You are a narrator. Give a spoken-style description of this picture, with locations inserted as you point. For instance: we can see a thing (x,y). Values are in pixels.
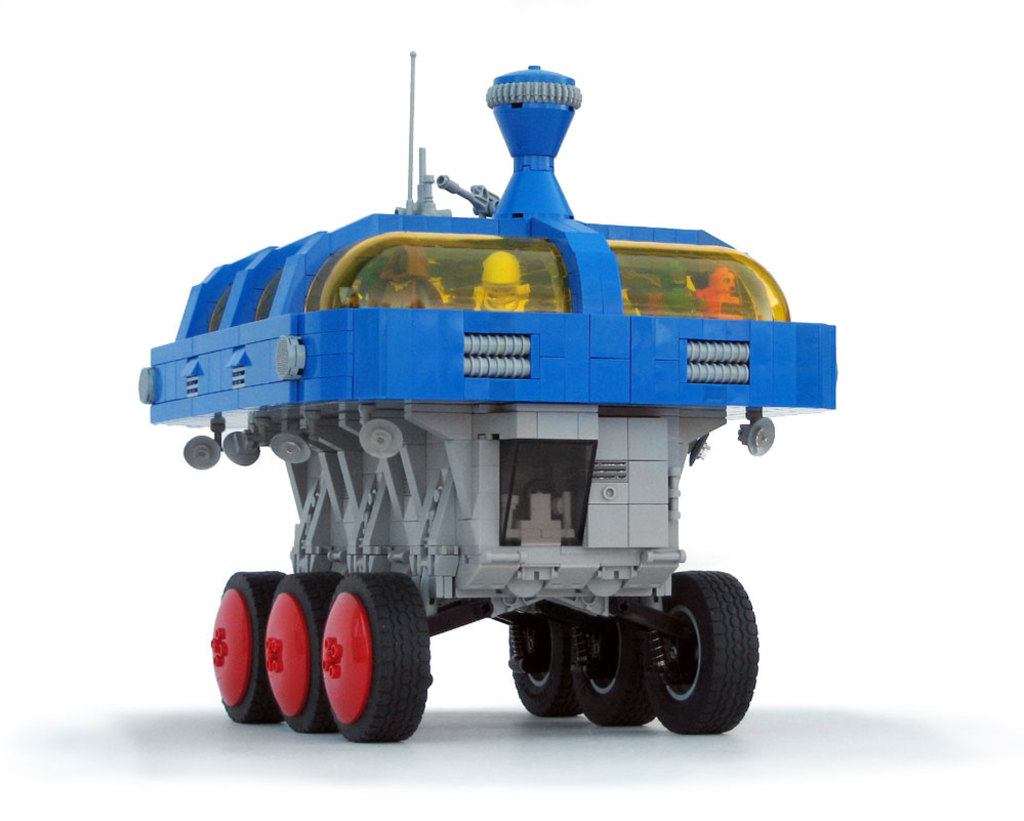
In this image we can see a toy motor vehicle (427,352).
